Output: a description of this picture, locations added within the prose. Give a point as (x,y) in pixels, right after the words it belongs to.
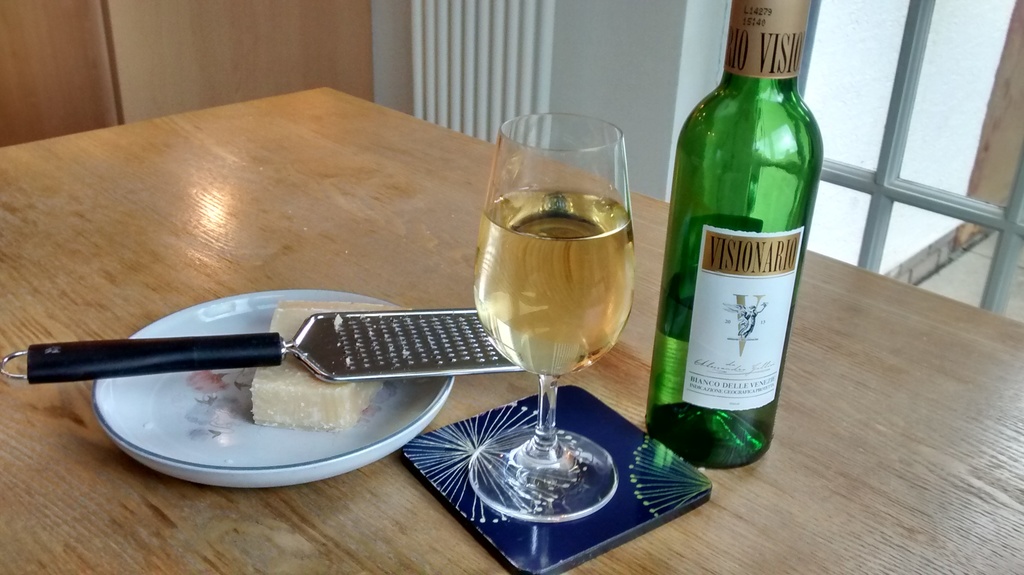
We can see plate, food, grater (335,340), glass (557,291) with drink (567,283), bottle (671,236) on the table (356,272). On the background (707,31) we can see wall (710,34), glass window (924,155).
